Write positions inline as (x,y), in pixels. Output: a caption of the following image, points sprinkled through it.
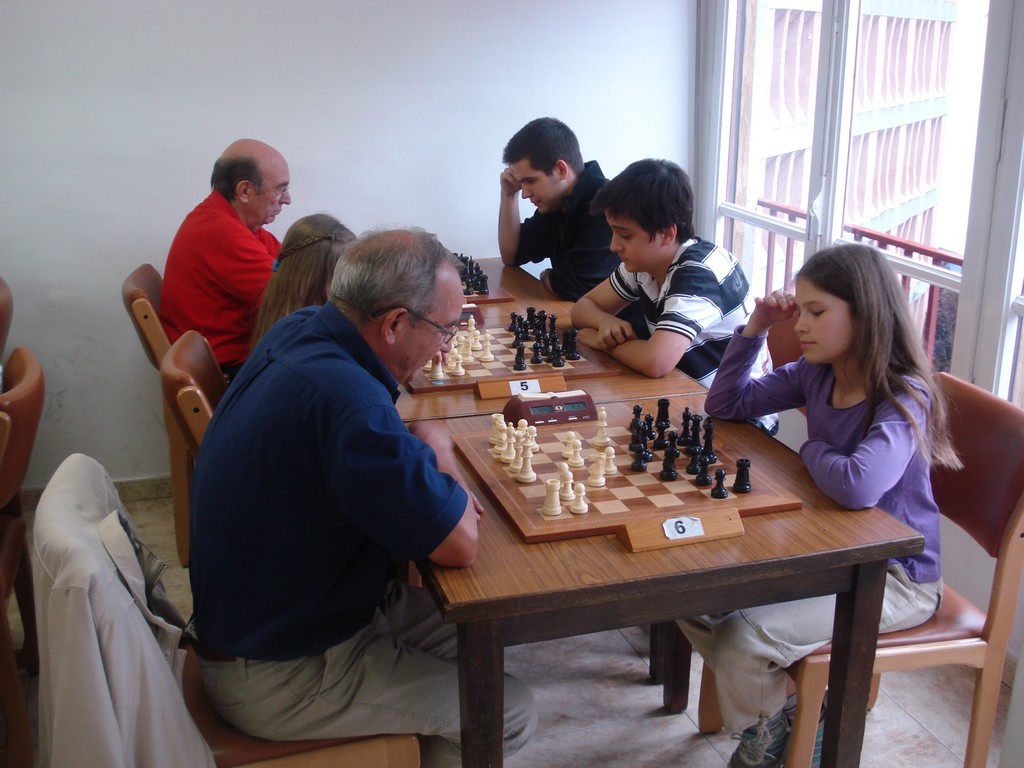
In this image there are six person (330,534) sitting on the chair (239,738). On the table (543,577) there is chess board (654,513). At the back side (822,87) there is a wall (668,70) and a window (806,82).
